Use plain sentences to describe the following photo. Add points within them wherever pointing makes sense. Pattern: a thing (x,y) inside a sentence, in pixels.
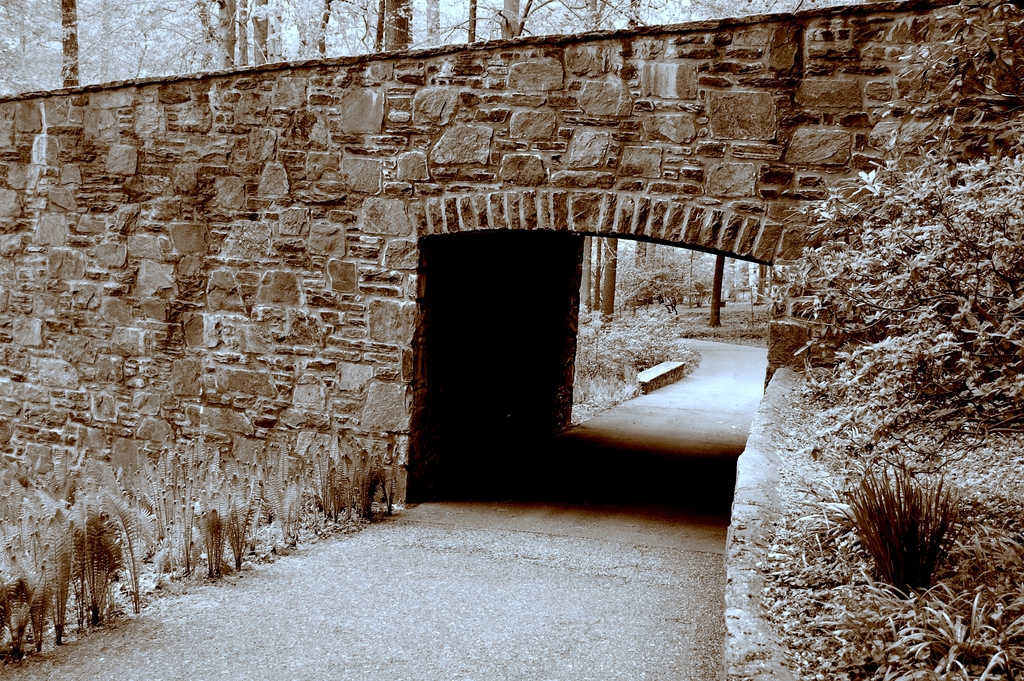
In this image I can see plants (986,174), grass (848,509), road (630,528) and number of trees (81,58). I can also this image is little bit in brown colour.
